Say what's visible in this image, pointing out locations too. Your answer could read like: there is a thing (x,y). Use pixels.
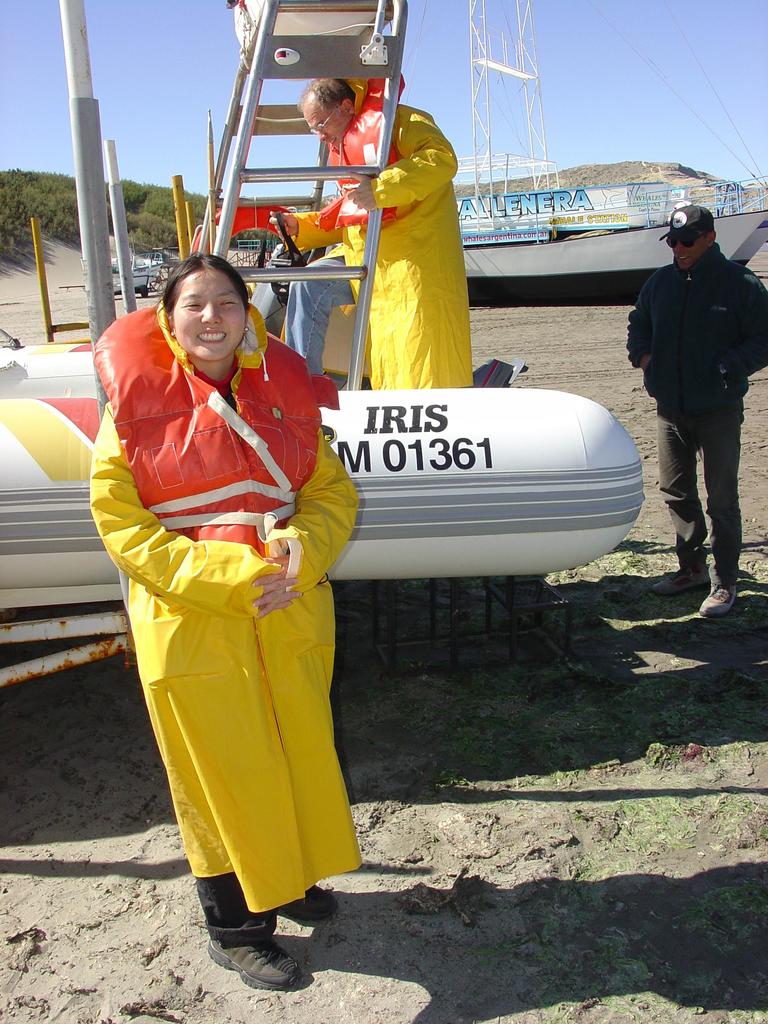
In this image I can see a woman (235,276) who is standing in front (230,303) and she is wearing a similar type of dress (267,344) like the another guy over here. In the background (488,249) there are 2 men (748,346) standing and there is a boat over here and here and there are few plants (57,177) over here. The sky (50,152) is blue in color.
